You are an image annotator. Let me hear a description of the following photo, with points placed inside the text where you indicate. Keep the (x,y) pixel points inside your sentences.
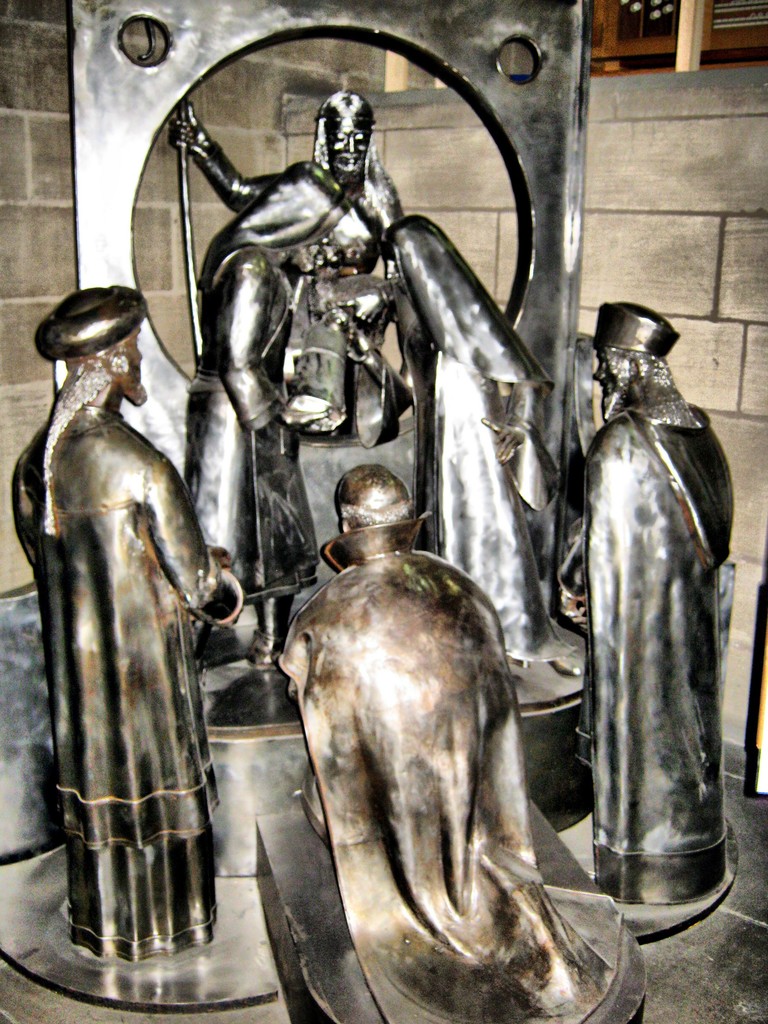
In this image, we can see some metal sculptures (344,253). In the background (756,88), we can see a wall (646,140).
